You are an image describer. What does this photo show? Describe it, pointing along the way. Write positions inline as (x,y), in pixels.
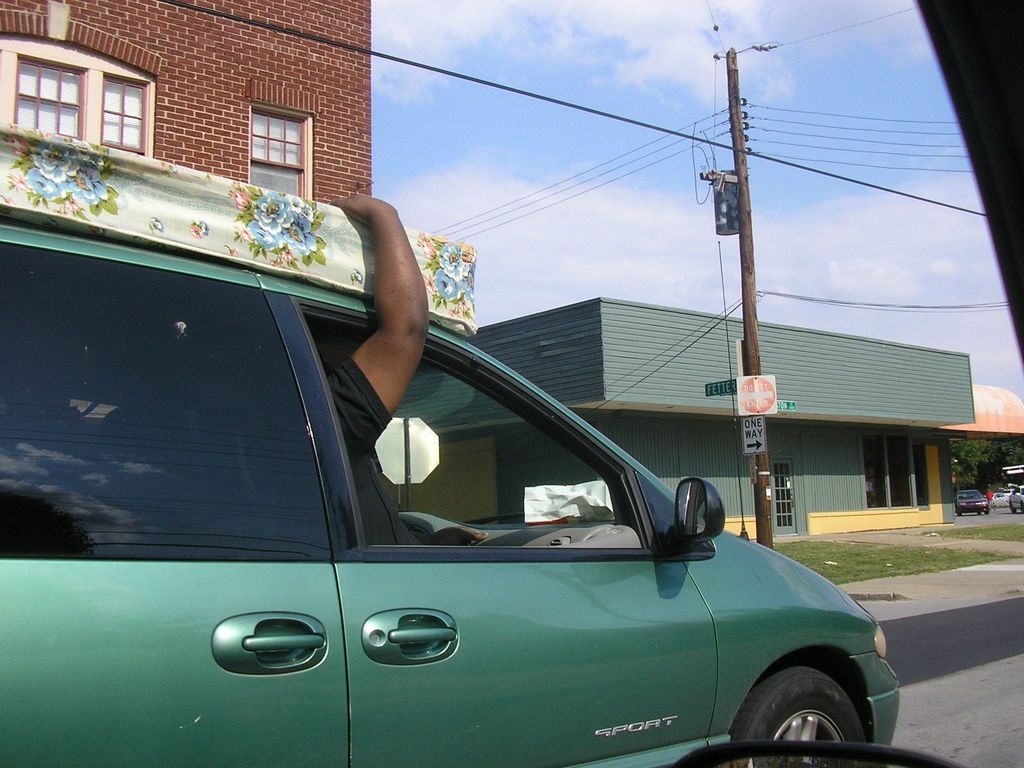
In this image there is a person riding car (596,692) on the road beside them there is a electrical pole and buildings (603,418), also there are some cars (980,504) at the road (961,516).
